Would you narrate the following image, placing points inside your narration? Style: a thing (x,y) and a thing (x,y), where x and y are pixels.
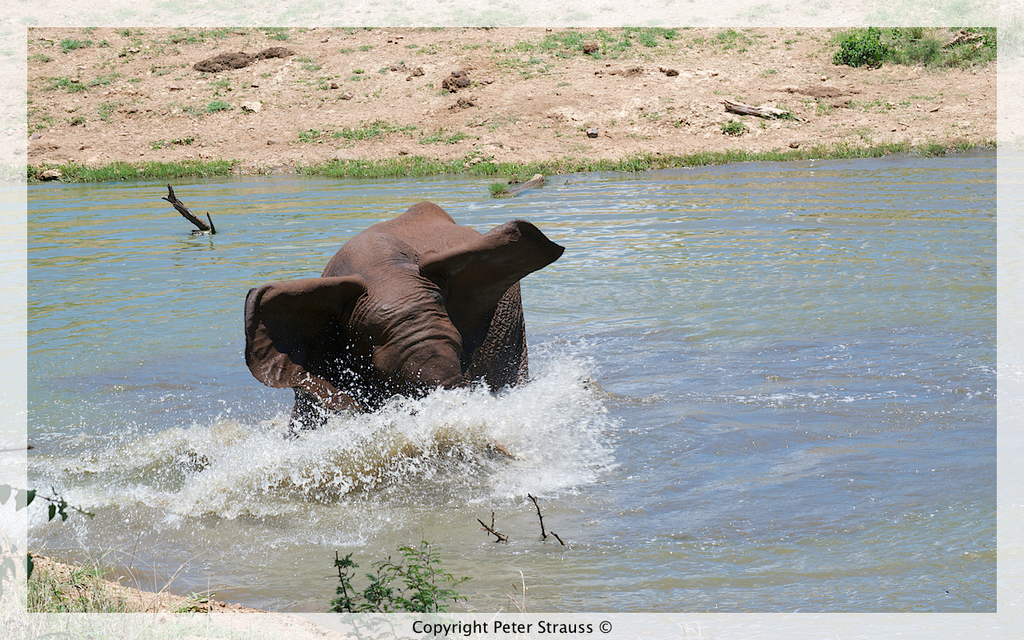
In this image we can see an elephant (471,341) standing in the water (421,452), plants (406,554), grass (223,169) and ground (375,90).
